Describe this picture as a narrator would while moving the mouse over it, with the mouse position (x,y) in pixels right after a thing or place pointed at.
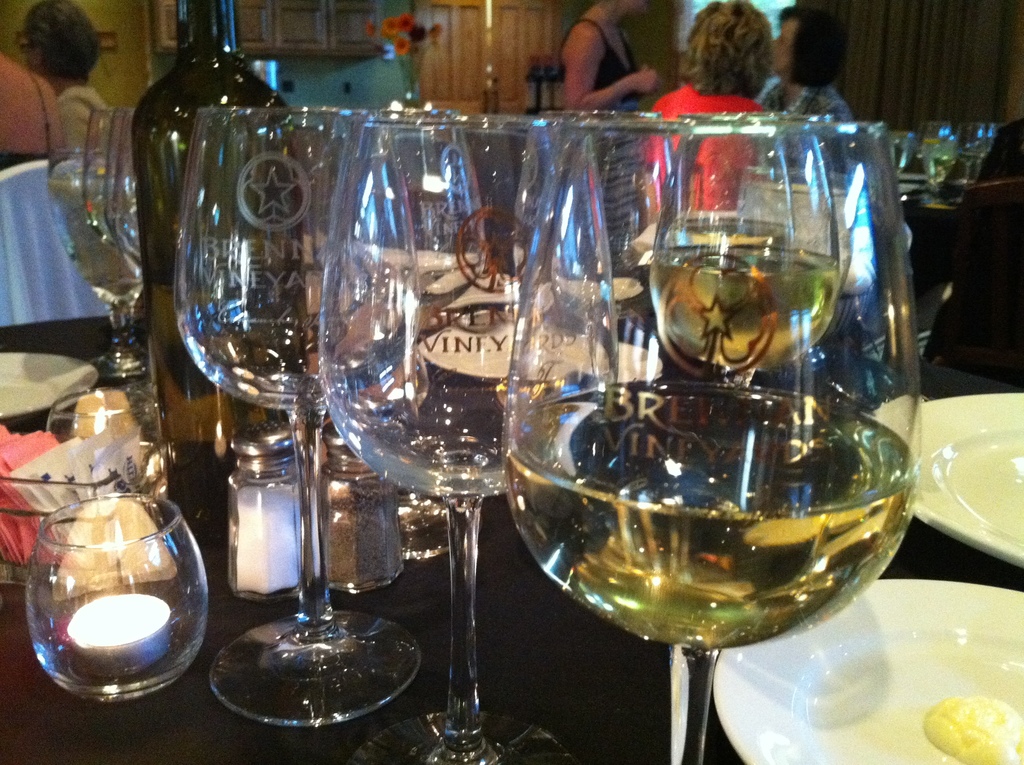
In this image I can see a table (4,420) in the front (339,587) and on it I can see number of plates (1020,489), number of glasses (346,370), few glass bottles (173,295) and on the left side of this image (22,468) I can see few colourful things (60,475). I can also see few candles (89,399) on the left side (151,484). In the background (77,125) I can see few people (38,13), few flowers (382,29), curtains (888,99) and on the right side of this image (972,152) I can see few more glasses (942,135). In the front (551,406) I can see liquid (805,545) in few glasses (677,404).
